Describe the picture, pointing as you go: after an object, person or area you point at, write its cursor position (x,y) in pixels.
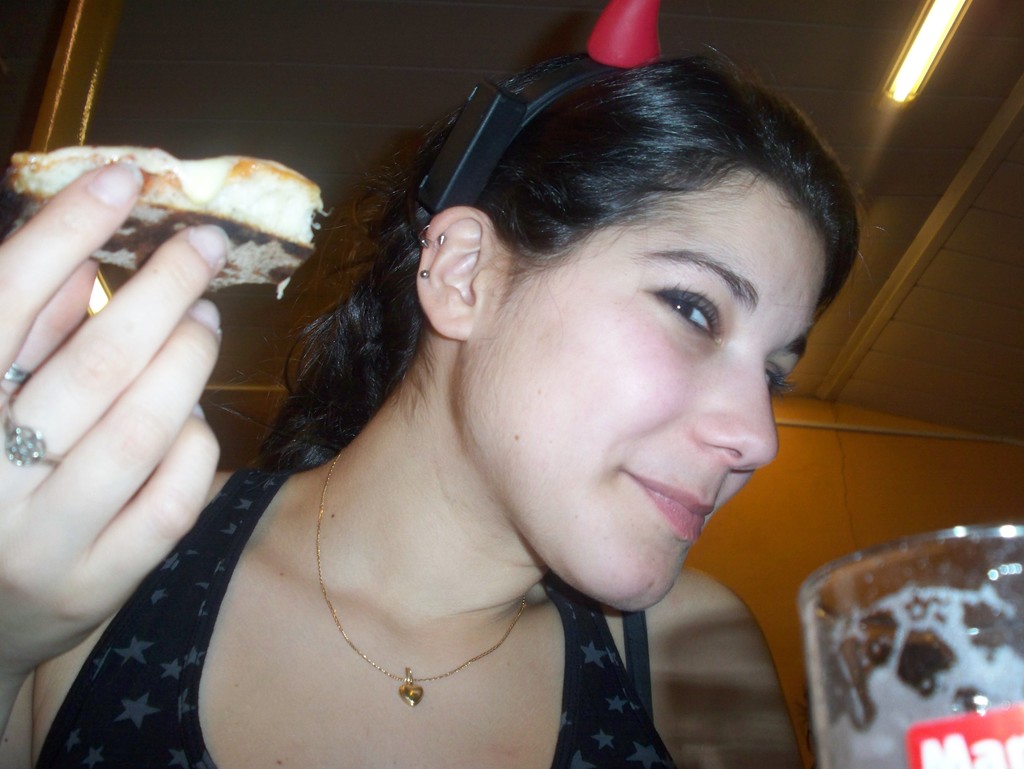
Here we can see a woman (637,427) holding food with her hand (126,321) and there is a glass (899,630). In the background (990,520) we can see wall (1001,503) and a light (946,38).
